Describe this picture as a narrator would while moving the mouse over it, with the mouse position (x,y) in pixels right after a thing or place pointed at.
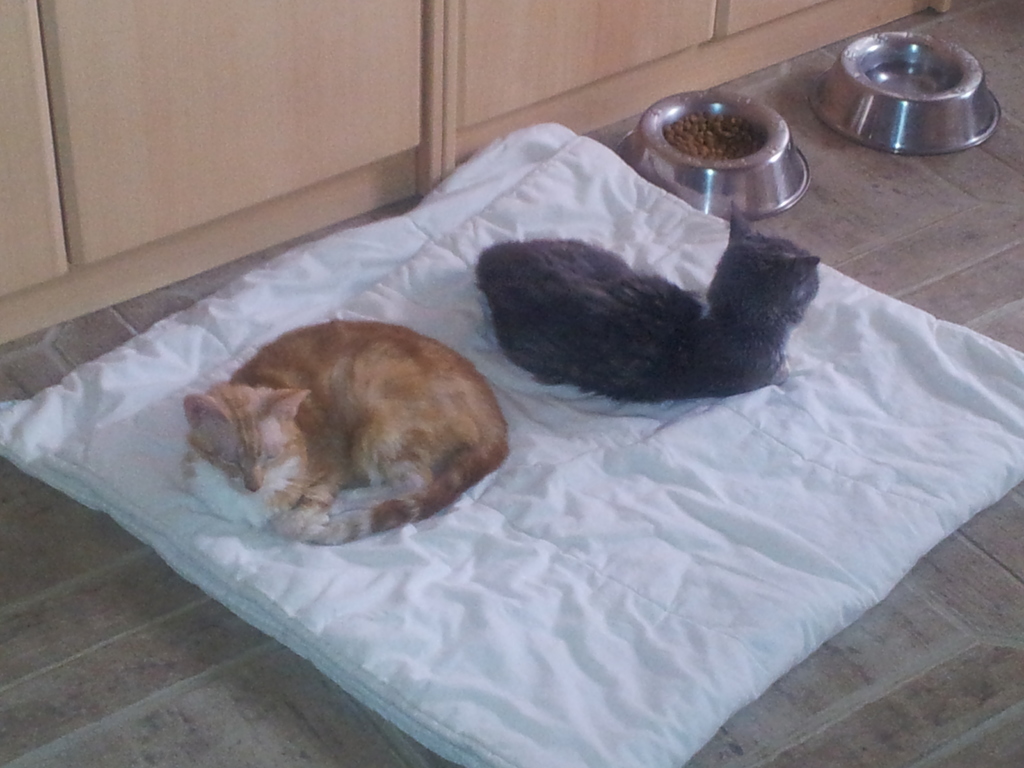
In the center of the picture (436,411) there are two cats (439,362) on a cat bed (804,441). On the right (937,119) there are two bowls (666,137). At the top (136,124) there are closets (355,68).
